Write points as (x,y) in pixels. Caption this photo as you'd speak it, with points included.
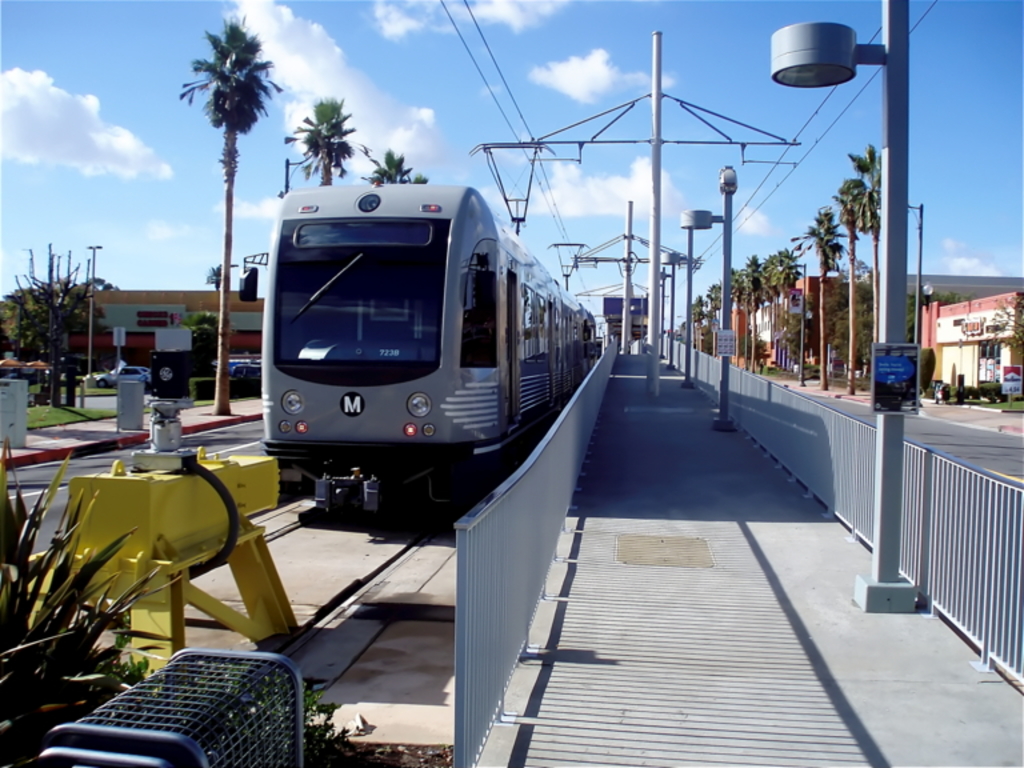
There are plants (27,670) on the left (27,720). There are fences (936,522) and poles (673,336). There is a walkway (674,377) at the center (676,409). There is a train (390,296) on the left (324,301) and there are trees (218,325) and buildings (973,359) on the either sides. There is a road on the left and there are wires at the top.
